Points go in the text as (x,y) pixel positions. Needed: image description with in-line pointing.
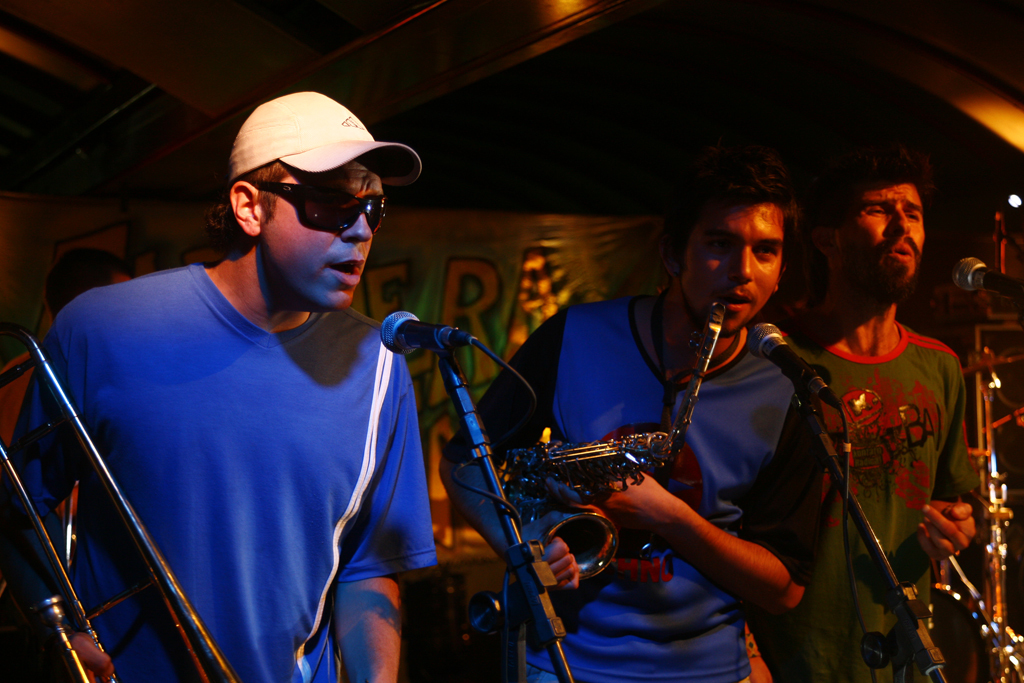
In this image I can see few people (718,212) standing and singing in front of the microphones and I can also see few musical instruments (574,532). In the background (554,280) I can see the banner (507,282).
